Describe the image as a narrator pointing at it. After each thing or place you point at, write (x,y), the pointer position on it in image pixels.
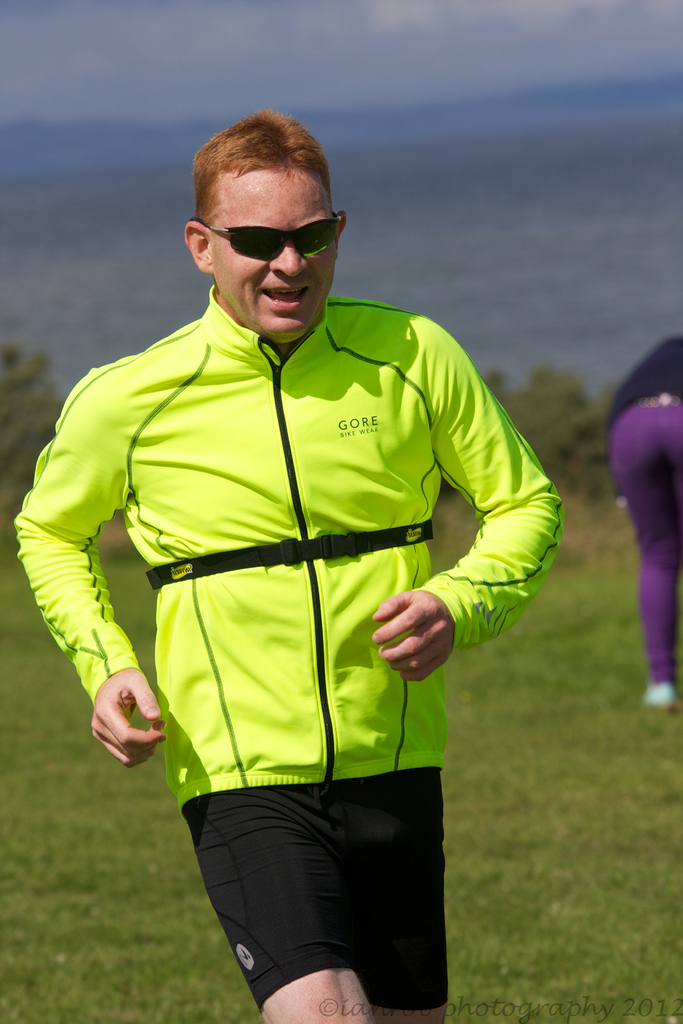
In this image I can see a person (443,378) wearing spectacles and green color shirt (406,463) visible in the middle (278,526) and I can see person's legs (635,451) visible on the right side (621,458), in the middle (455,679) I can see grass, at the top (55,69) I can see the sky (491,68).
